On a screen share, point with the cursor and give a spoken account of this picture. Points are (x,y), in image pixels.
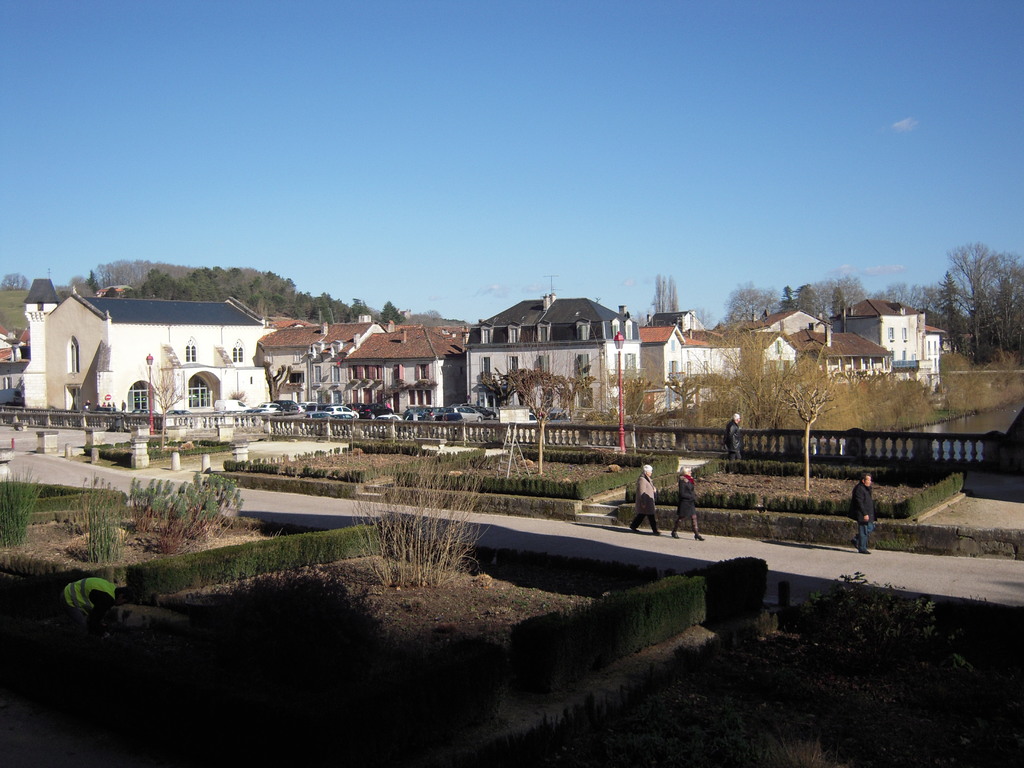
In the foreground of the picture (615,485) there are plants (122,573), road (517,534) and people (696,527). In the center of the picture (361,388) there are houses (385,361), car (384,416), railing (268,425), street lights (623,431), plants (509,483) and trees (953,300). Sky (418,298) is clear and it is sunny.
